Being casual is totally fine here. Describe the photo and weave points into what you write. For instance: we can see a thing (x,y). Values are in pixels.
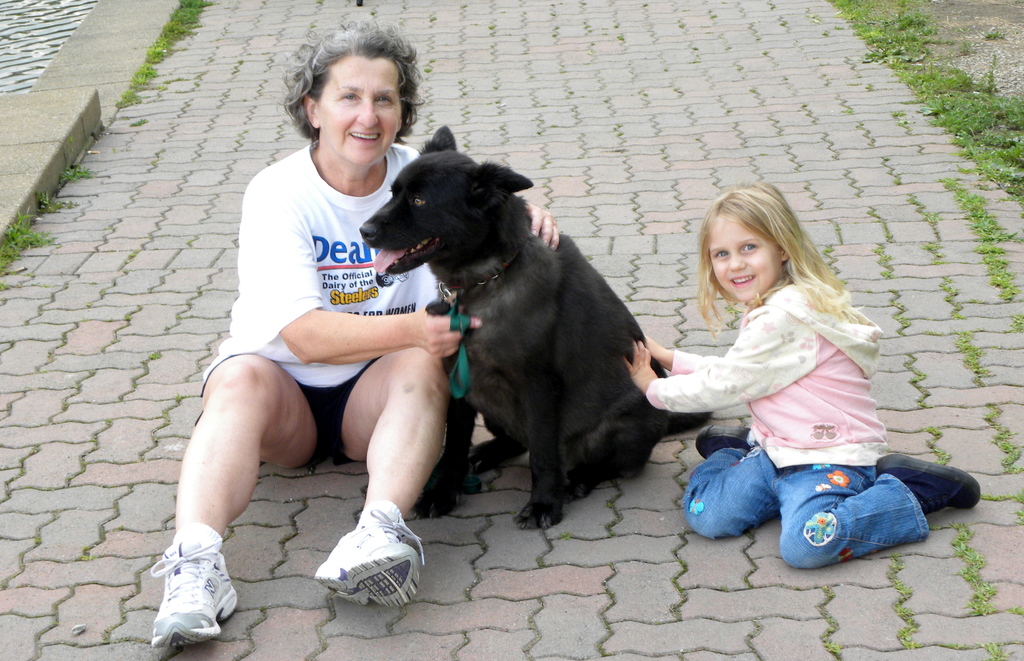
This picture shows a woman (256,200) and a girl (667,397) seated holding a dog (696,425) in the middle (648,438) on a sidewalk (8,443).
